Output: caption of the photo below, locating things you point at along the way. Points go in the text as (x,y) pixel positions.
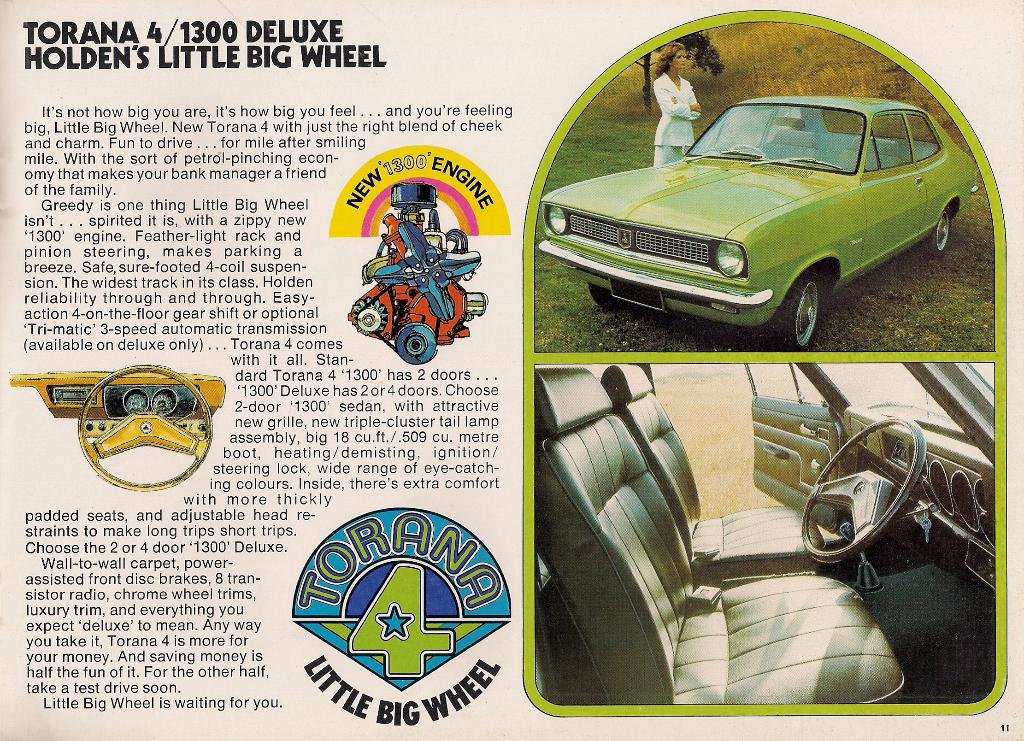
In this picture we can see a poster (403,344), in the poster (347,352) we can find some text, cars (704,273) and a woman (691,88).
